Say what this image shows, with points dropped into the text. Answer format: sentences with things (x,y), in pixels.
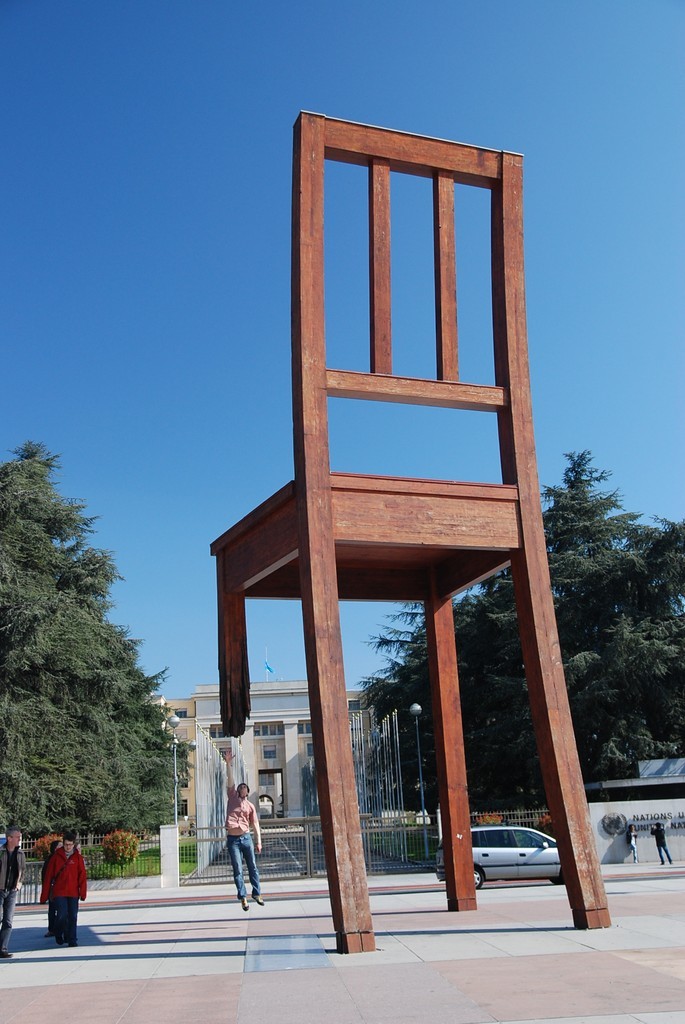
In this picture we can see a broken chair sculpture (341,711), people (72,928) and a vehicle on the ground (377,935). Behind the people (49,899), there are trees (148,746), fencing (398,827) and a building (254,770). At the top of the image (167,178), there is the sky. On the right side of the image (605,835), there is a name board (594,827) to the wall (601,850).
